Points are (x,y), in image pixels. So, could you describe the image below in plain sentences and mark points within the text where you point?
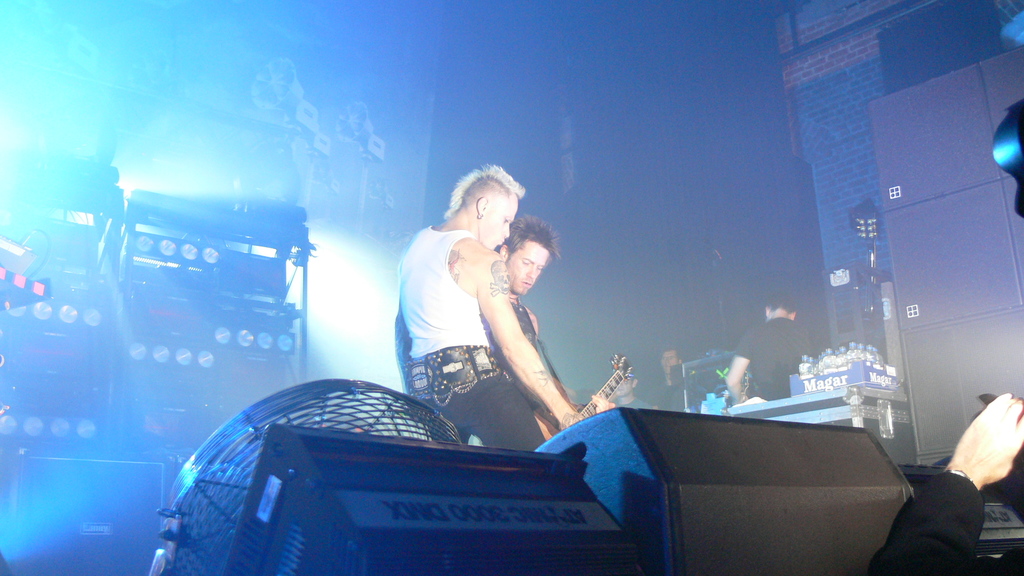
In the center of the image (486,275) two persons (490,283) are standing, one of the person (524,254) is holding a guitar (610,384) in hand (566,415). At the bottom of the image (848,441) we can see fan (371,432), speakers (746,437) are present. In the middle of the image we can see bottles (876,351) are there. On the left side of the image (187,302) lights (168,348) are present. On the right side of the image (809,124) wall (814,122) is there.
